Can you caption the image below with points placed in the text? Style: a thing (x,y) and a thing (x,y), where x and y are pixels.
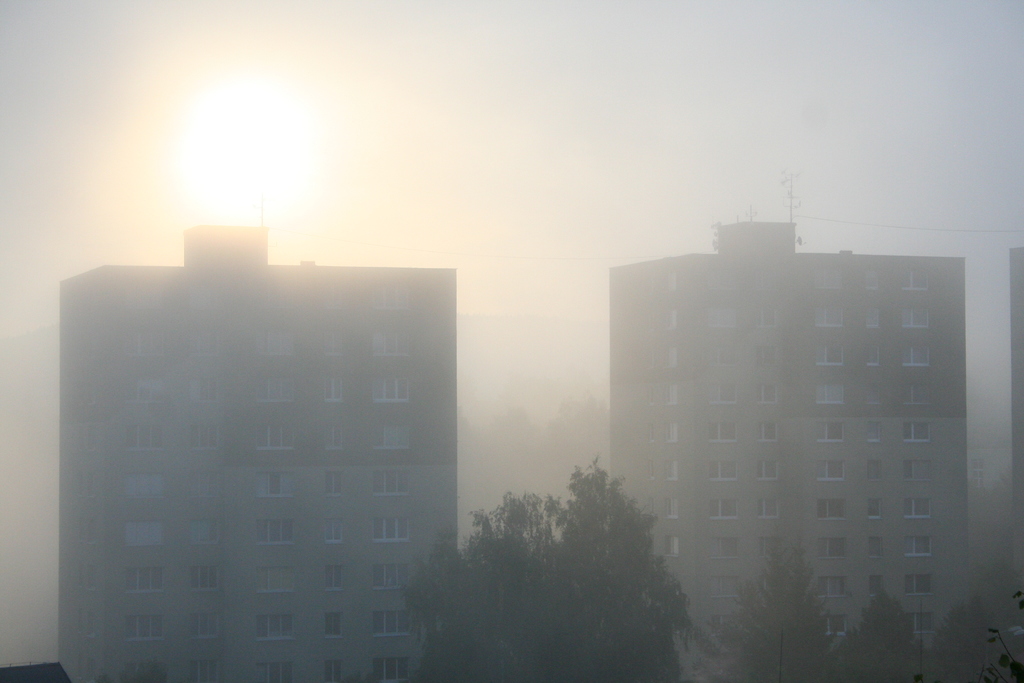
In this picture we can see two building (830,471) with windows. In the center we can see the tree (521,539). On the top (523,159) there is a foggy sky (476,170) and sun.
